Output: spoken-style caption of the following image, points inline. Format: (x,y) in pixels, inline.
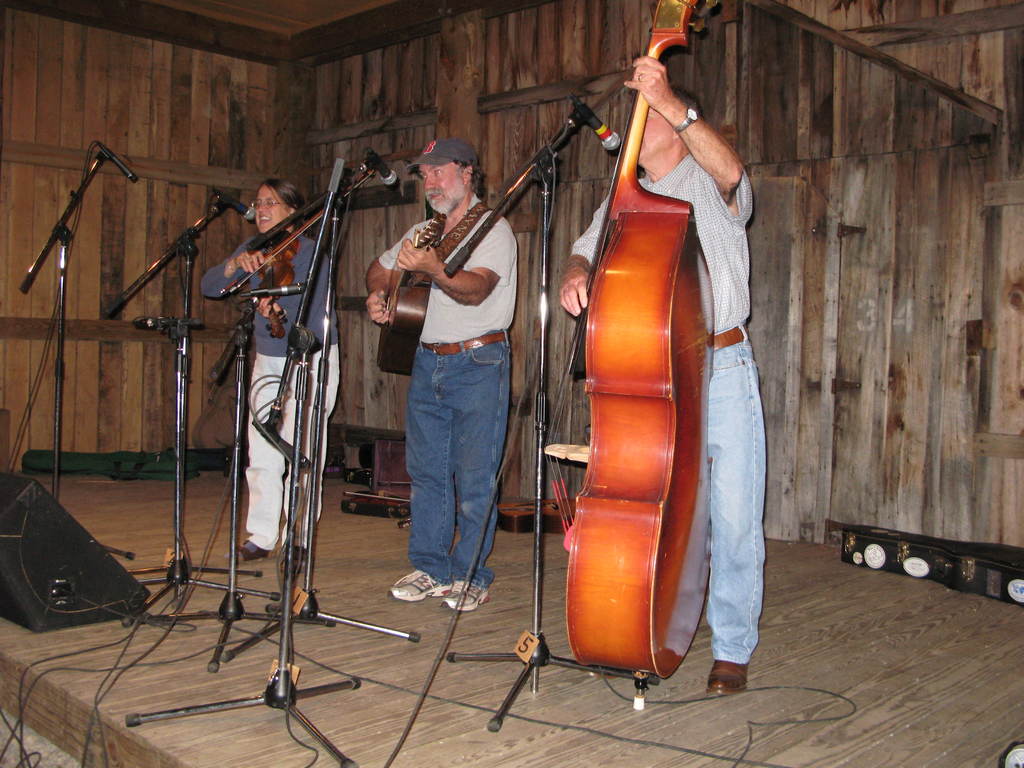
In this image there are three person (703,222) who playing a different instrument (298,235). This person (711,235) is playing a big red double bass (649,276). There are several mics (592,123) in-front of them. On the background (866,257) there is a wooden wall (941,232). On the left side (72,568) there is a black speaker (51,556) and on the right (872,564) there is a box (945,549).
